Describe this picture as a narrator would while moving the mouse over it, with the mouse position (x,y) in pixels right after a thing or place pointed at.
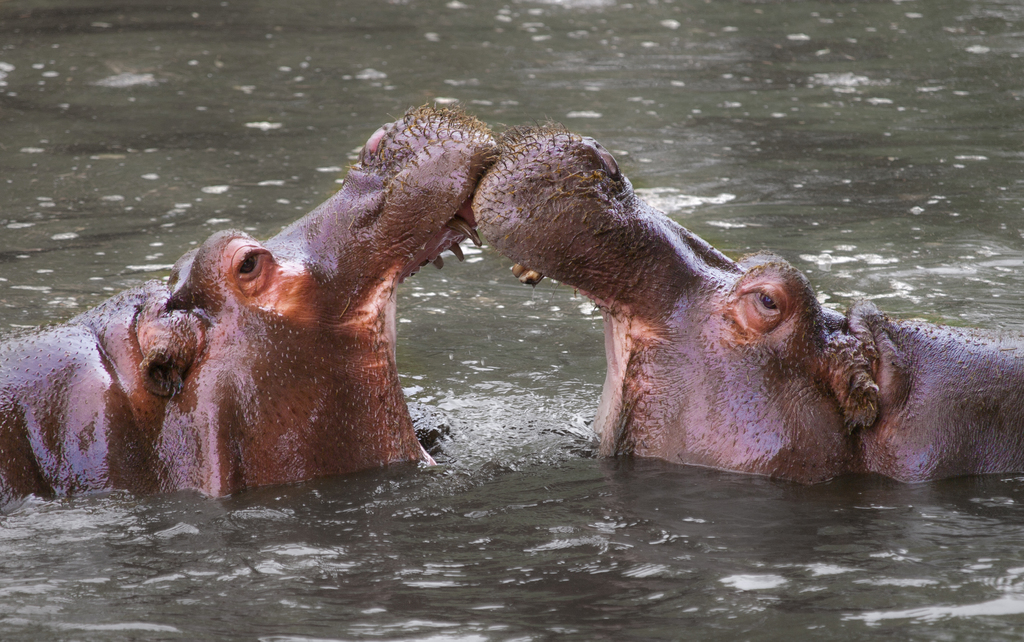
In the center of the image (653,236) there are two hippopotamus (681,258) in water (418,513).
